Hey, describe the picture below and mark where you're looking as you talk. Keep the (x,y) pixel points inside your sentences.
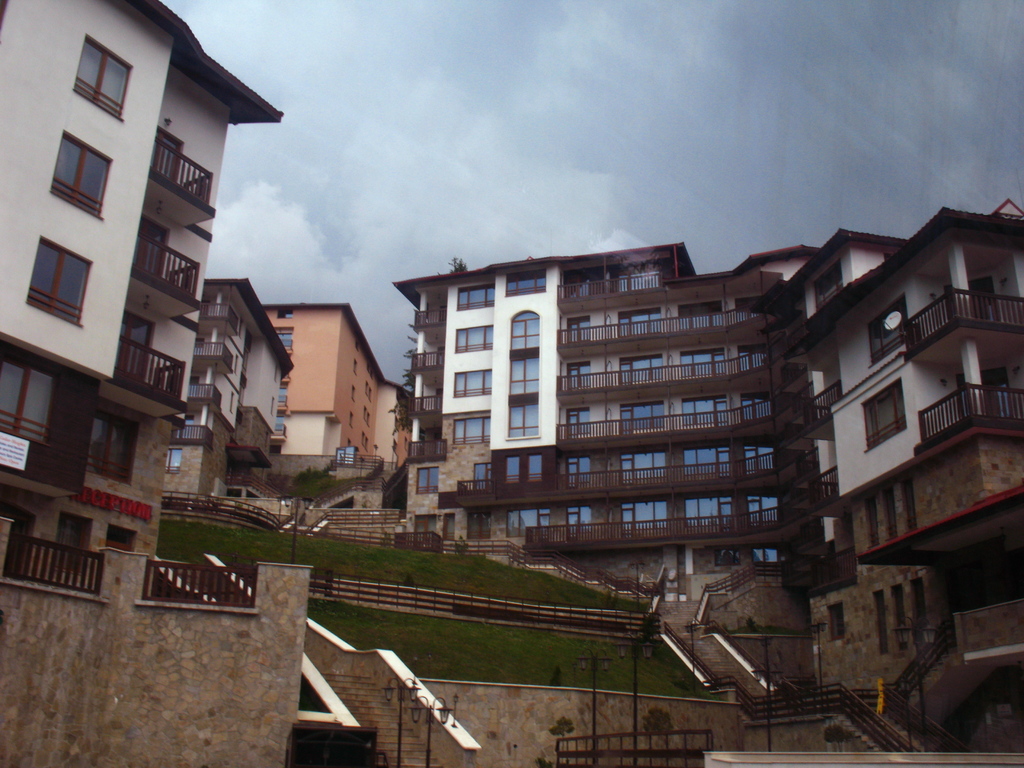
In this image I can see the buildings (456,460) which are in white and brown color. In-front of the building (324,444) I can see the stairs (367,682) and railing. I can also see the poles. In the back (491,194) there are clouds (529,166) and the sky (529,166).
